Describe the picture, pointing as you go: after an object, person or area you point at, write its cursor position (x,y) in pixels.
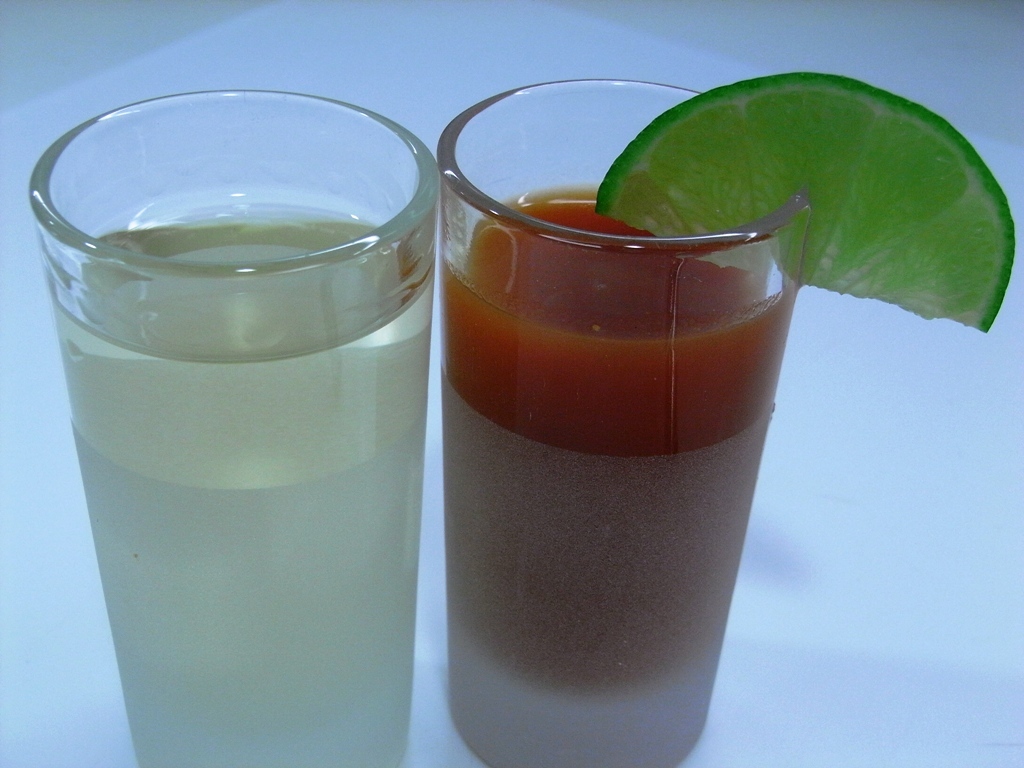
In this image we can see beverage glasses (556,324) and a lemon wedge (727,195) to one of the glasses (757,268).
